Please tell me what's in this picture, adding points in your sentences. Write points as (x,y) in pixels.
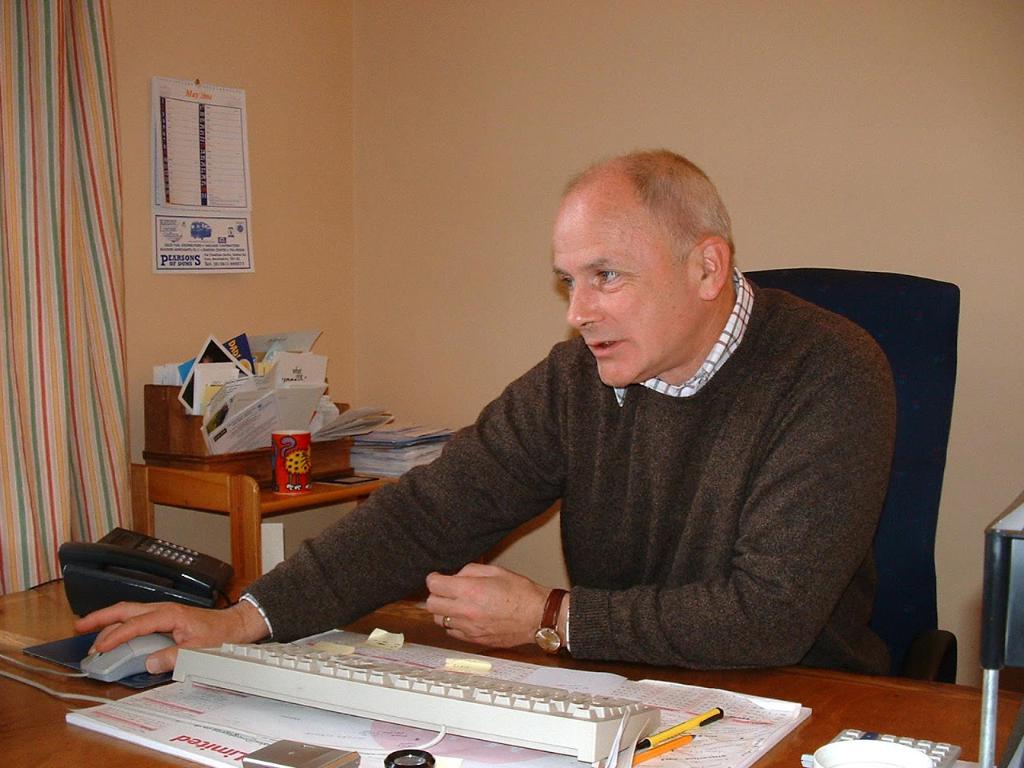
On the background (551,108) we can see a wall (482,107), calendar (219,102), curtain (72,342) and on the table (296,499) we can see mug (285,470), books (396,451) and papers (294,401). Here we can see a man (659,426) sitting on a chair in front of a table (805,742) and on the table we can see telephone (163,576), keyboard (372,673), book (678,689) pen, calculator (938,751).
